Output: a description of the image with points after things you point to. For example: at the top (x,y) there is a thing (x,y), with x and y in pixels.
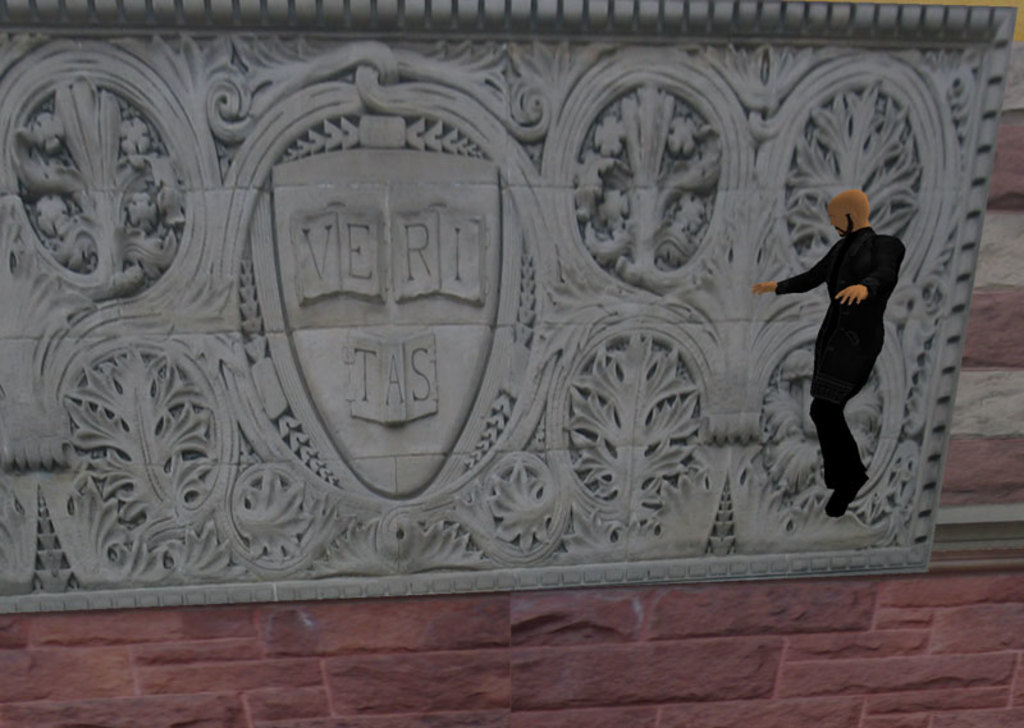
Here in this picture we can see a wall (782,658), on which we can see a designed board (345,586) present over there and on the right side (867,222) we can see a doll (824,278) also present over there.
